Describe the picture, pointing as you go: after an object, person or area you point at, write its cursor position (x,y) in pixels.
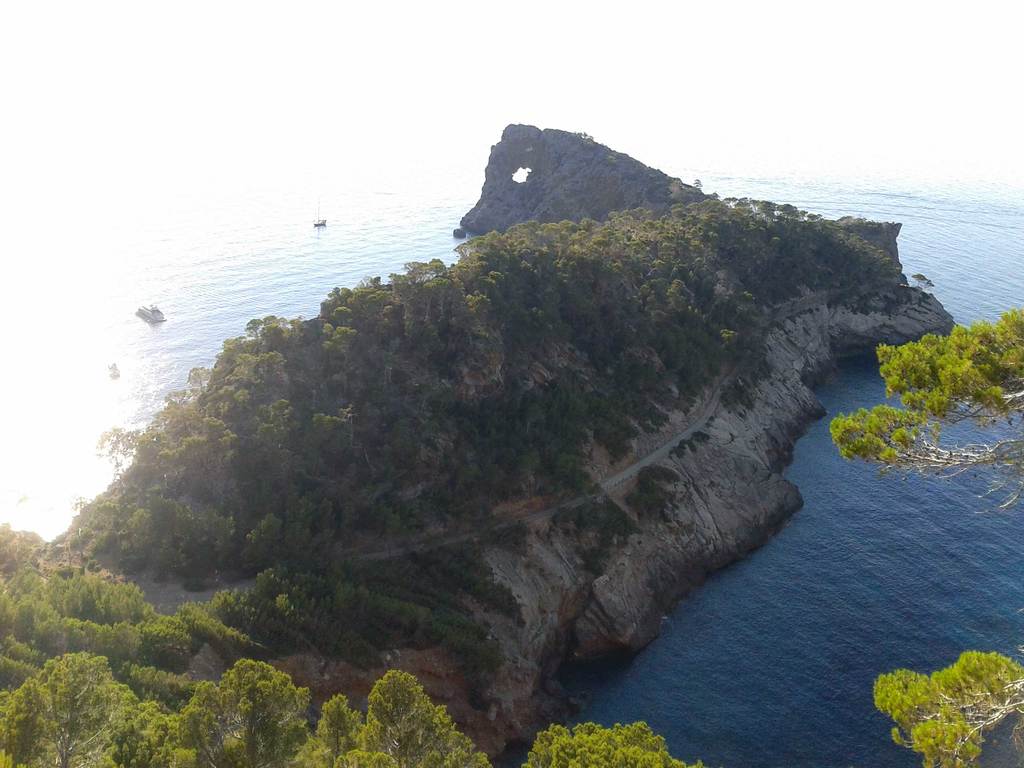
In this image we can see few trees (274,730), water (847,630) and the sky (842,107) in the background (853,110).
